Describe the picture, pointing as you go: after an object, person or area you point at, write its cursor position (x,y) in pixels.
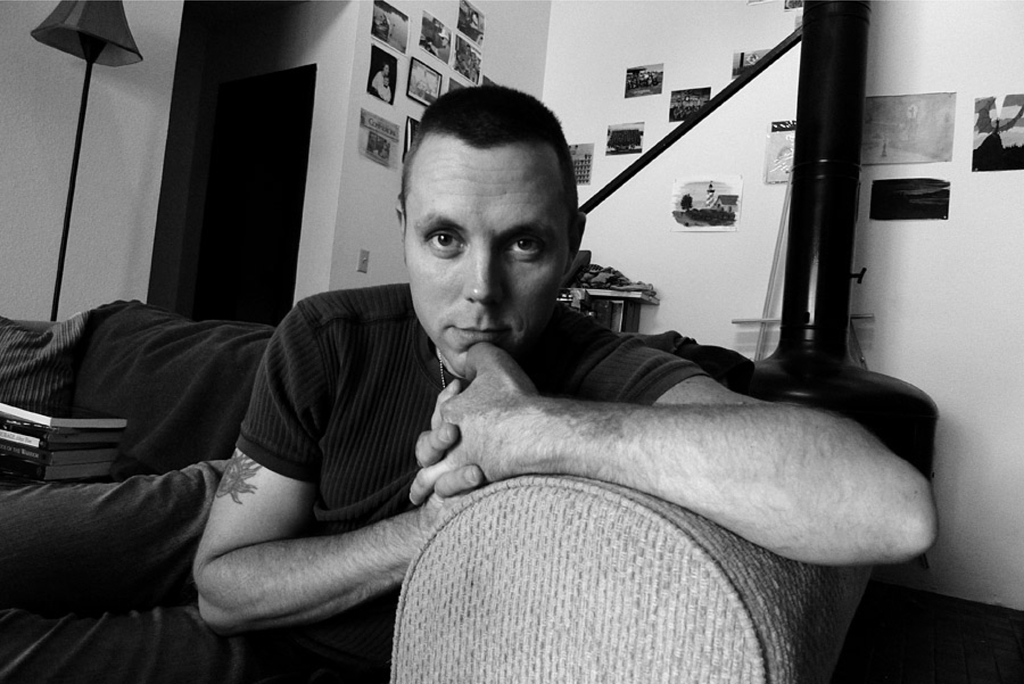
This picture describe about a man (311,490) wearing black color t-shirt (376,443) is sitting on the couch (604,531), Serious and giving a pose into the camera. Behind we can see the wall (740,35) on which many photo frames (393,96) are hanging.
